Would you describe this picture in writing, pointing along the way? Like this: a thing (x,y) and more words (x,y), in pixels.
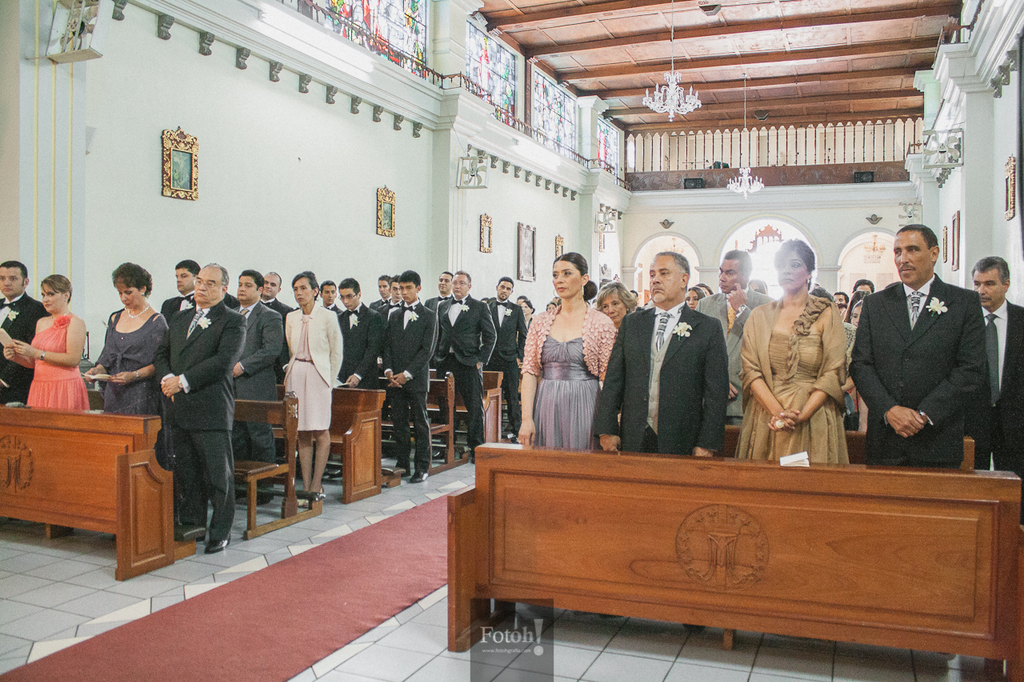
This is an inside view of a building (163,256) and here we can see people (388,306) standing and there are benches (503,515). In the background (408,180), there are frames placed on the wall (502,193) and we can see some rods (734,148). At the top (697,90), there are lights (677,103) and there is a roof (705,65) and at the bottom (225,587), there is a carpet (178,629) on the floor (435,655) and we can see a logo (529,661).
